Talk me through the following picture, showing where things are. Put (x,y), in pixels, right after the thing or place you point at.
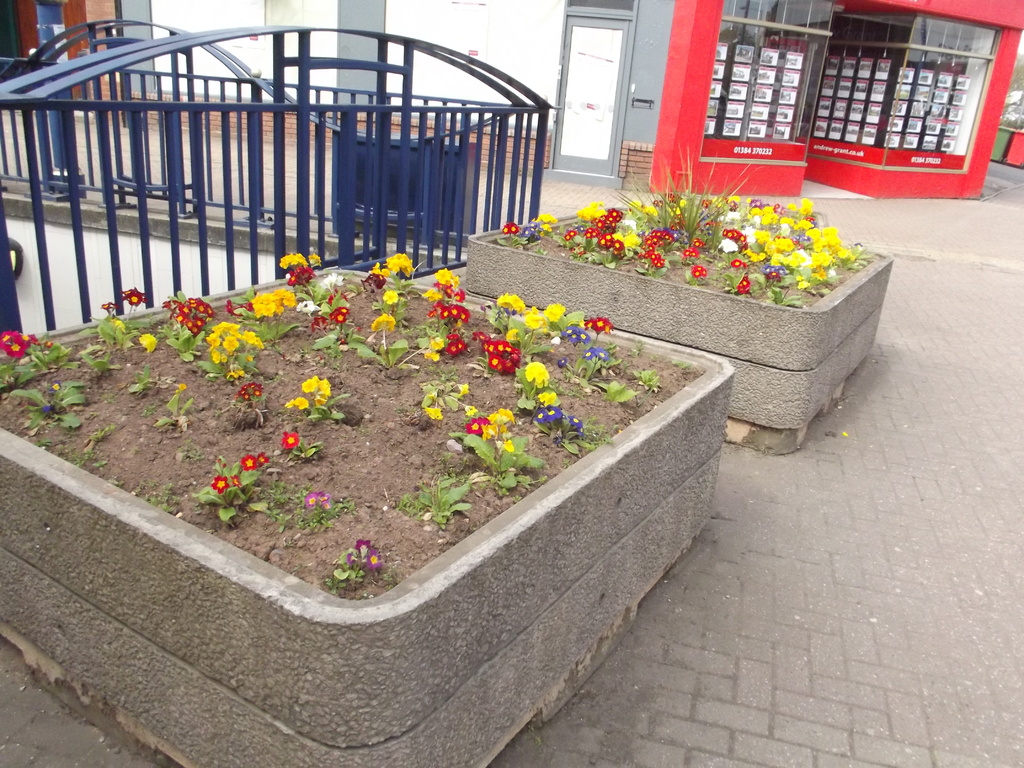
In this picture we can see concrete planters (488,550) on the ground (996,497) with soil (701,261) and plants (424,402) with flowers (382,277) in it. In the background (280,182) we can see fences (406,138), dustbins (1023,151), doors (605,71) and some objects (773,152).
